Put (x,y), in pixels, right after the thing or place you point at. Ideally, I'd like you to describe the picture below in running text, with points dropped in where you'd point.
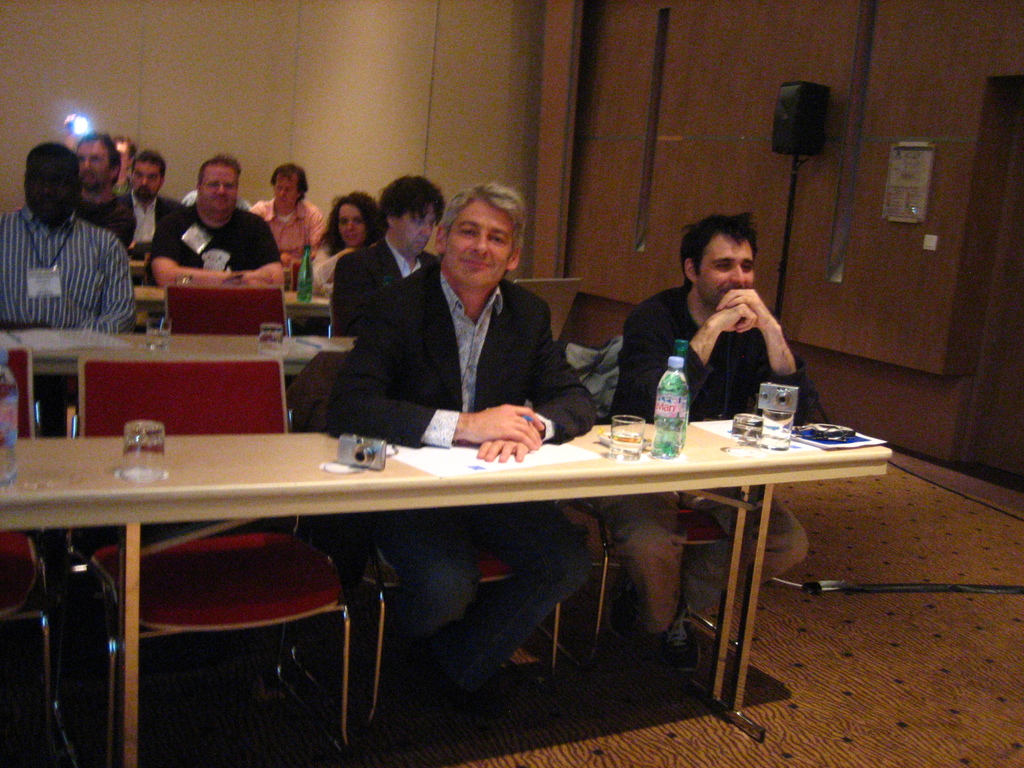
In this image i can see a group of people (354,209) sitting on chairs (264,388) in front of tables (343,479), On the tables (232,471) i can see a camera (340,450), few glasses (137,456) and few bottles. In the background (333,174) i can see a wall (304,131) and a speaker (806,129).
